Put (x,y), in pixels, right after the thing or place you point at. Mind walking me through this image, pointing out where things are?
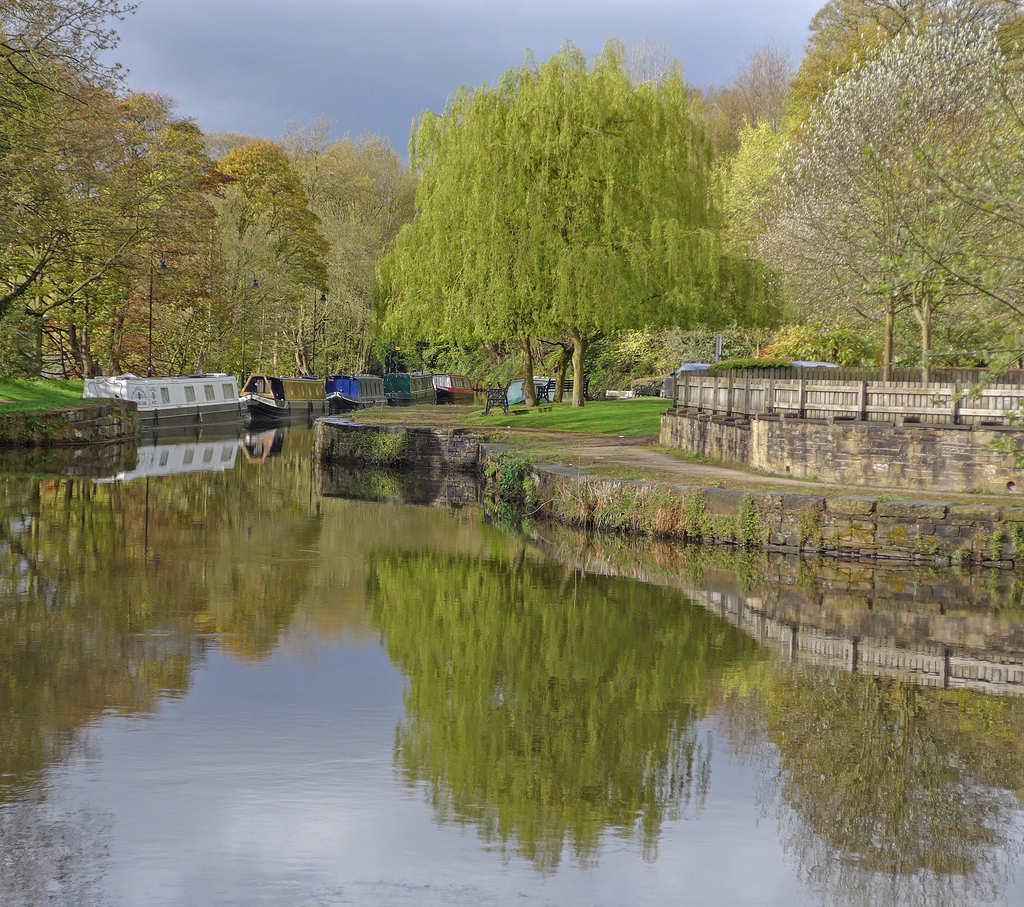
In this picture we can see few boats (229,381) on the water (535,554), in the background (814,409) we can see grass (542,412), few trees (605,164) and wooden fence (950,380).
